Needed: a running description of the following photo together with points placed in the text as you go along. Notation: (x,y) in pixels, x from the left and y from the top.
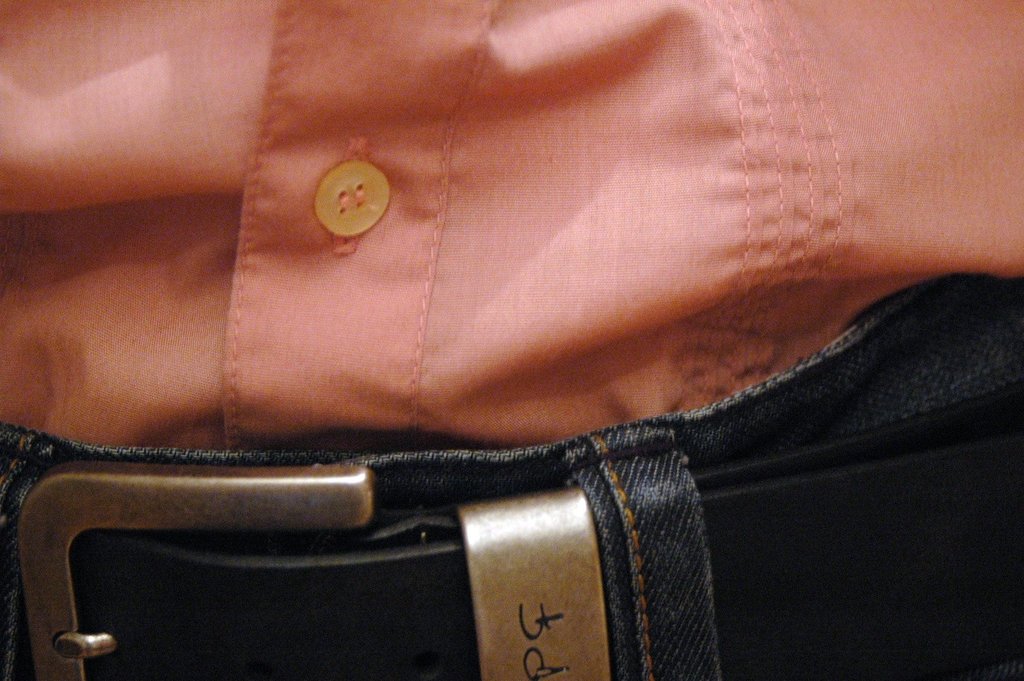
In the picture we can see a part of shirt (877,119) inside the trouser (658,573) and to the trouser (703,585) we can see a belt (510,556) and the shirt (137,364) is orange in color with a button (370,225).
